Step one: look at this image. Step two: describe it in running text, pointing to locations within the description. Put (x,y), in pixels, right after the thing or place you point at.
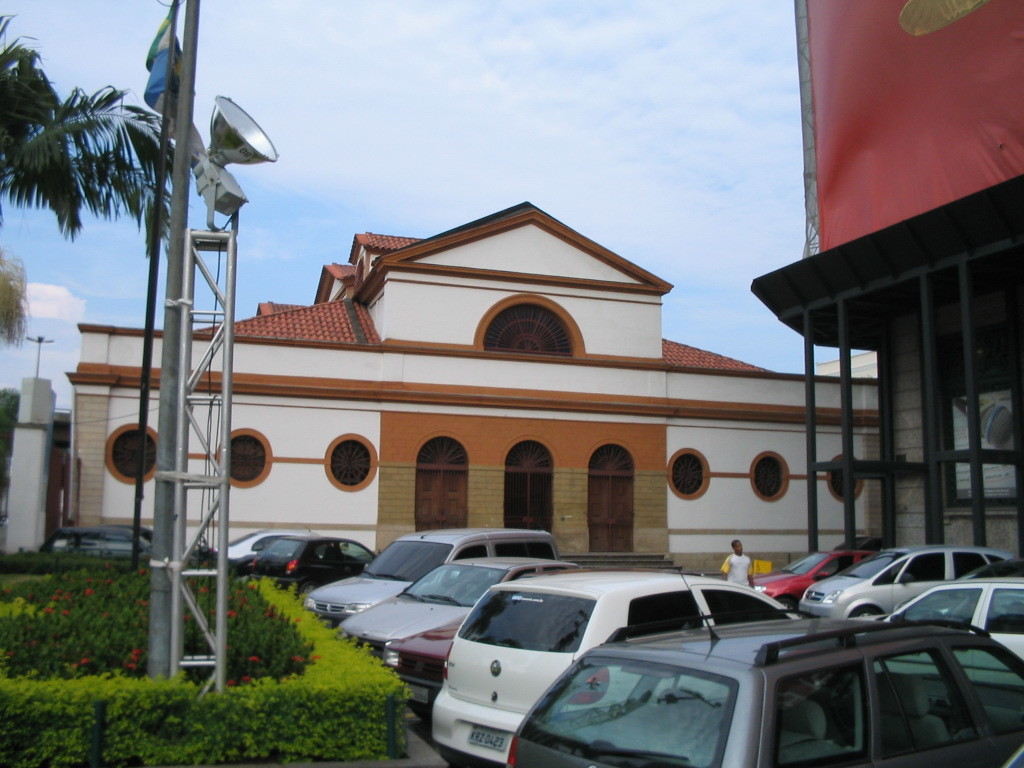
In this image we can see a house (571,338) and also the building (959,376) with the fence (926,484). We can also see the pole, light (215,123) and also a person (736,546) in between the vehicles (313,592). On the left (266,654) we can see the plants (353,657) and also the trees (17,276). There is sky (343,180) with the clouds (682,265).
